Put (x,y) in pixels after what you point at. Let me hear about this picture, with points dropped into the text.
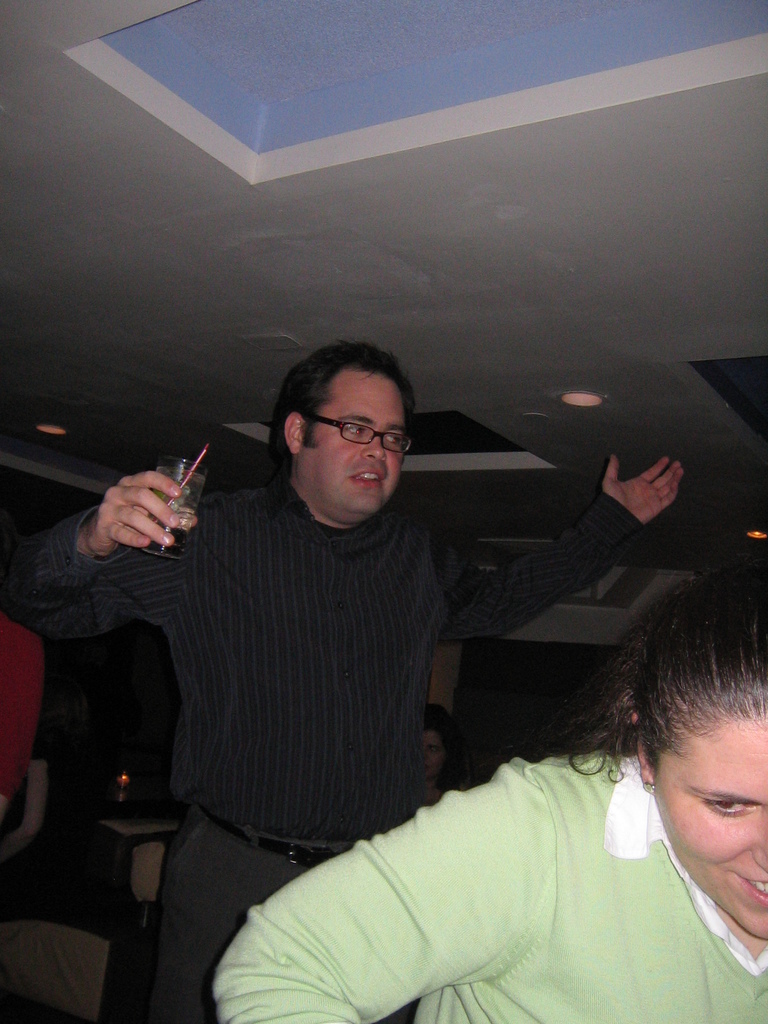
In this image we can see a woman (474,846) and a man (349,664). Of them man (304,534) is holding a beverage glass (187,499) in his hand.
